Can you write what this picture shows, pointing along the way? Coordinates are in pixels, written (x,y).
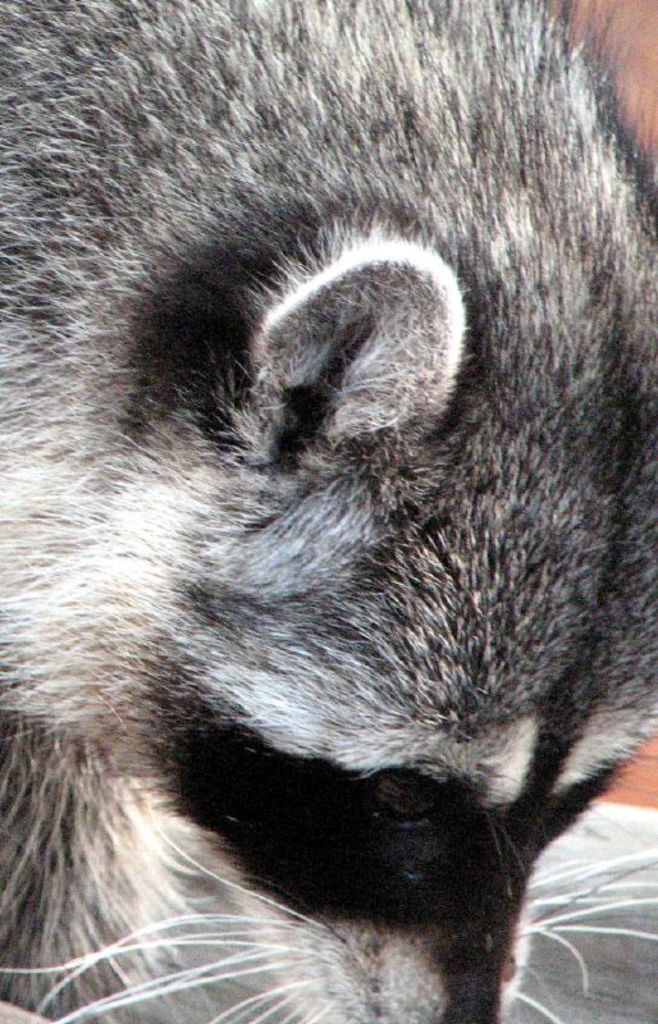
In the image we can see an animal (340,517), white and black in color.
